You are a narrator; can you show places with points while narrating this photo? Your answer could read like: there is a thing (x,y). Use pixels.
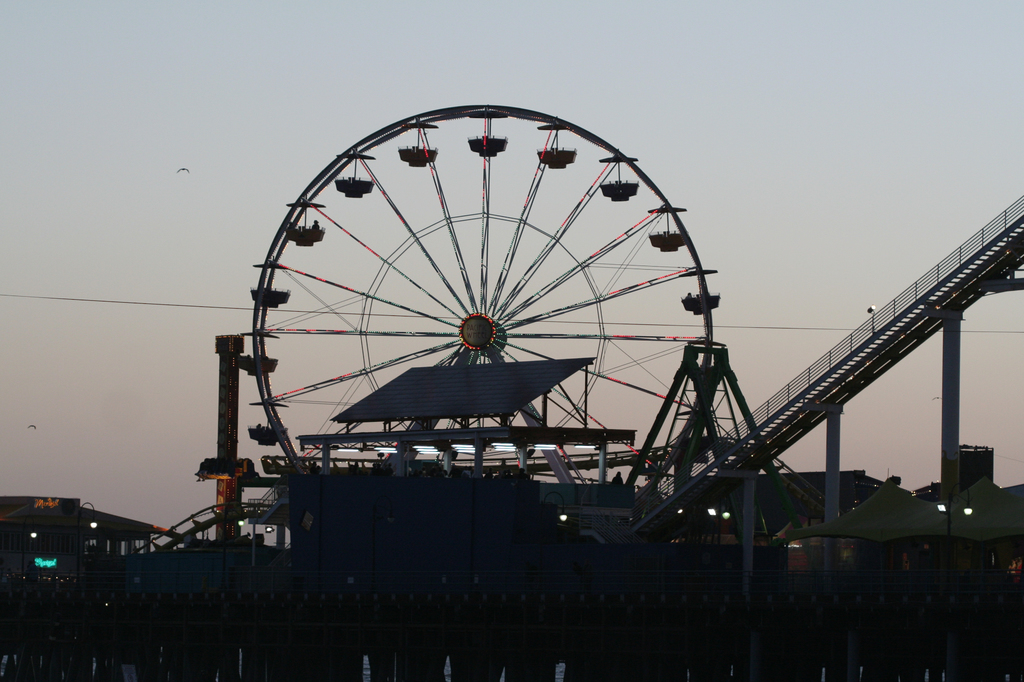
In the center of the image (666,245) there is a giant wheel (565,453). On the right side of the image (798,405) there is a bridge (827,390). There are buildings (64,503), lights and sky (113,172).
